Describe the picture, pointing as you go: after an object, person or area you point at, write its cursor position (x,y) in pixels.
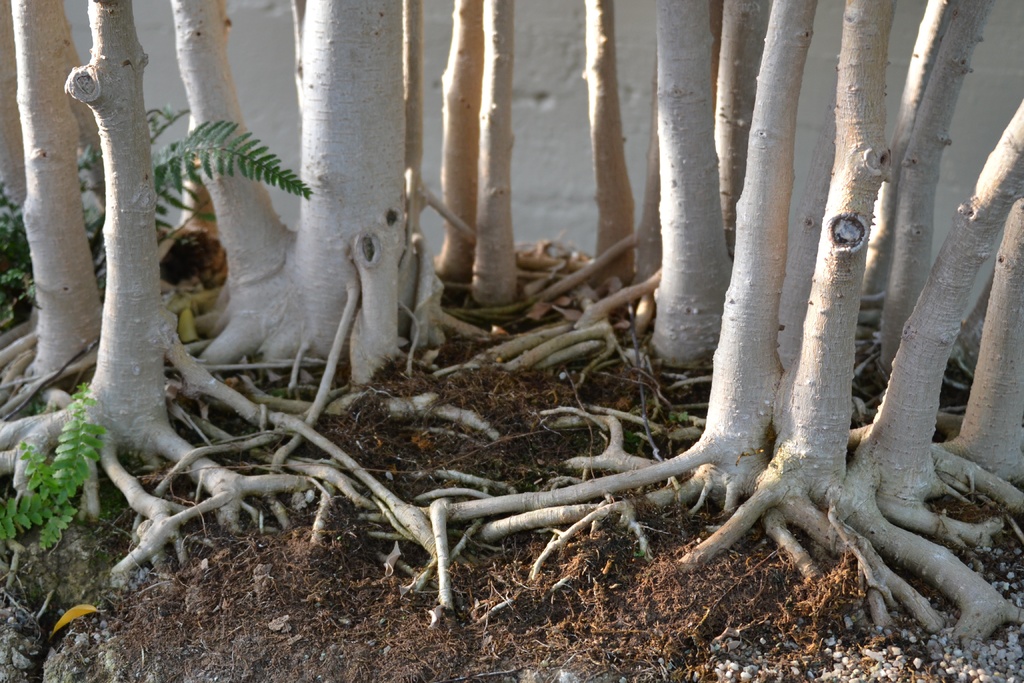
In this image there is a plant (73,487), there are roots (484,510), there is trunk (339,171) of the tree (384,92).
